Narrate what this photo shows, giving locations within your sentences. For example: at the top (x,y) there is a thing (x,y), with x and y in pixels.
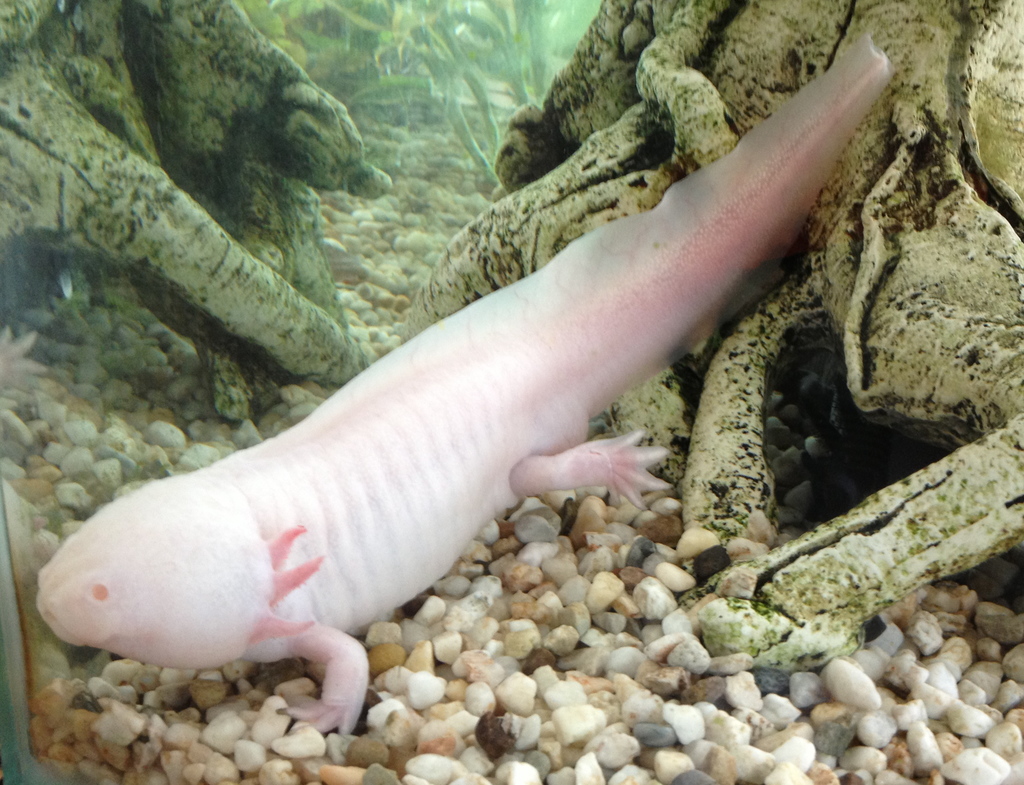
In the center of the image (478,347) there is a salamander (463,335) underwater. In the background (312,388) we can see stones (377,138) and roots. At the bottom (611,739) there are stones (768,740).
